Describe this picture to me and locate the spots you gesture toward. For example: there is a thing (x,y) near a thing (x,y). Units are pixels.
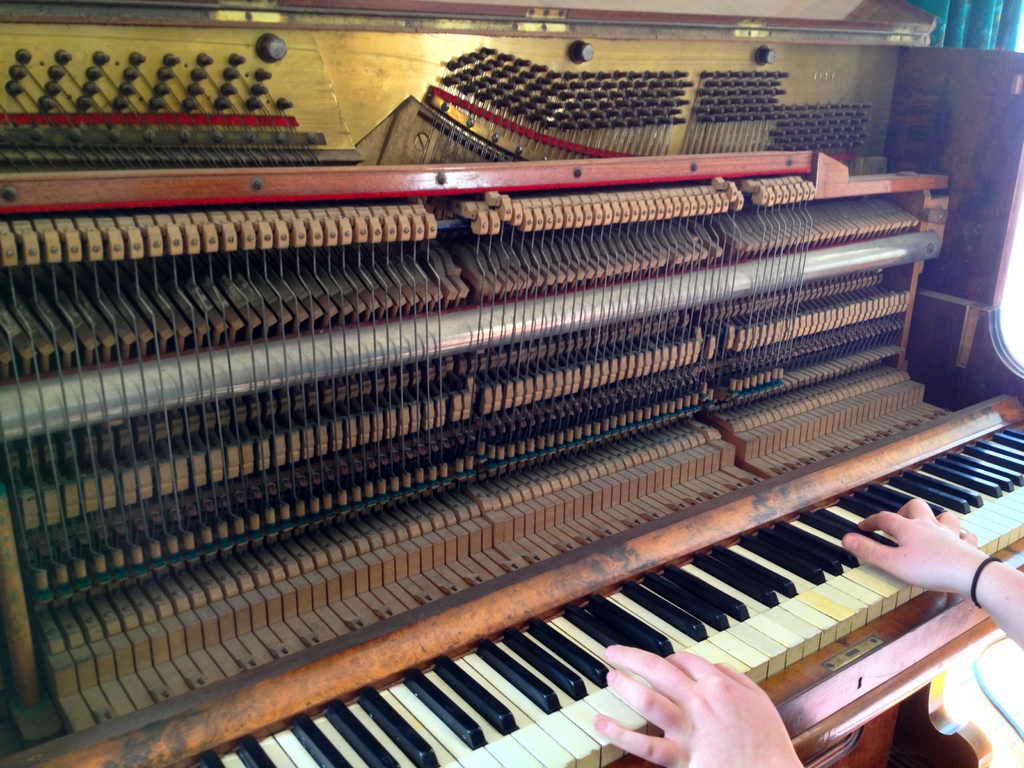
In this image, there is a person (955,588) sitting and playing a piano (811,616) which is in brown color, there are some buttons (271,745) of the piano (385,725) which are in yellow color.
